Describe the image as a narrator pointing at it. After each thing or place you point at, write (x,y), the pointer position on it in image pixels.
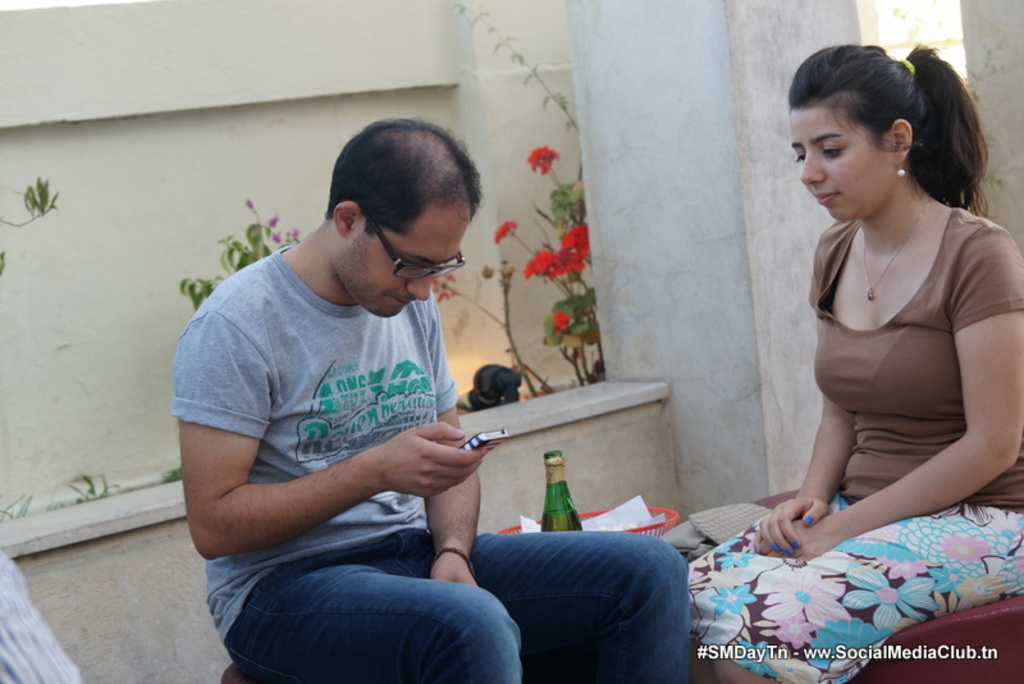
In the center of the image (358,352) a man (436,338) is sitting and holding mobile (496,440) in his hand (484,453). On the right side of the image (857,345) a lady (886,329) is sitting. In the background of the image (623,335) we can see wall (299,198), plants (510,335), flowers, bottle (554,493), papers (642,513), basket (648,509) are there.
